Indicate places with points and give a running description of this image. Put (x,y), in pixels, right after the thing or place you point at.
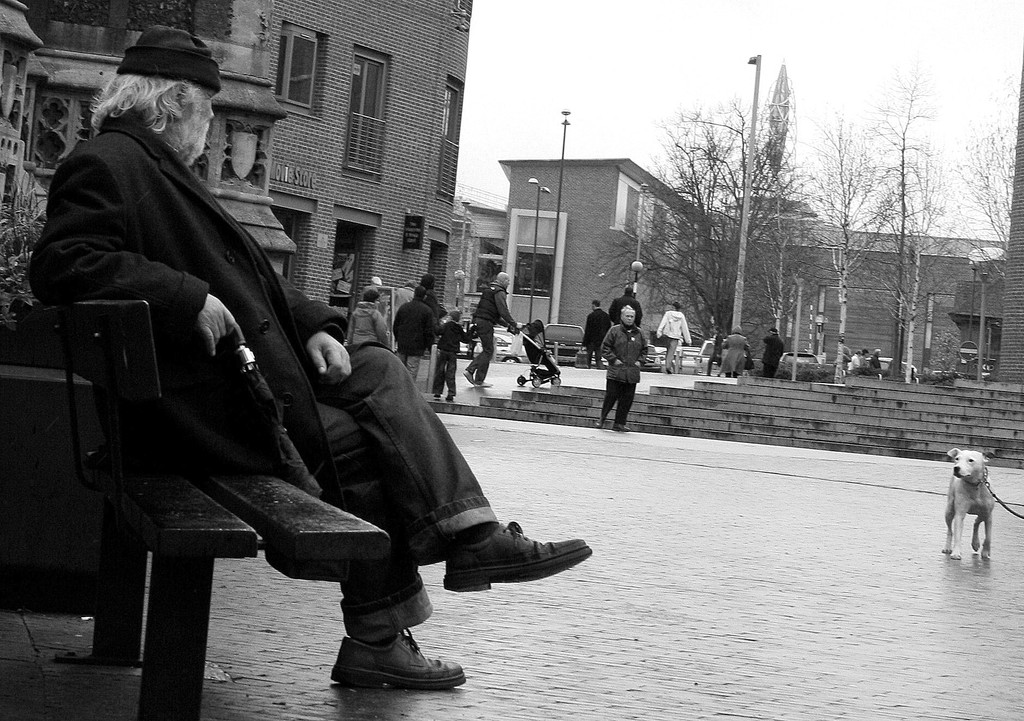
This is a black and white picture. In the background (899,185) we can see the sky (861,45), wall (567,180), trees (915,238), poles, lights (985,263), vehicles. In this picture we can see the people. On the left side of the picture (319,97) we can see a building (402,112), windows (292,89), board (407,228) and a plant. We can see a man (122,90) wearing a cap (167,68), coat (298,350), holding an umbrella (241,356). He is sitting on a bench (280,508). On the right side of the picture (991,508) we can see a dog (980,501) and a belt (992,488) is around its neck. We can see a man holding a baby chair (548,363).
